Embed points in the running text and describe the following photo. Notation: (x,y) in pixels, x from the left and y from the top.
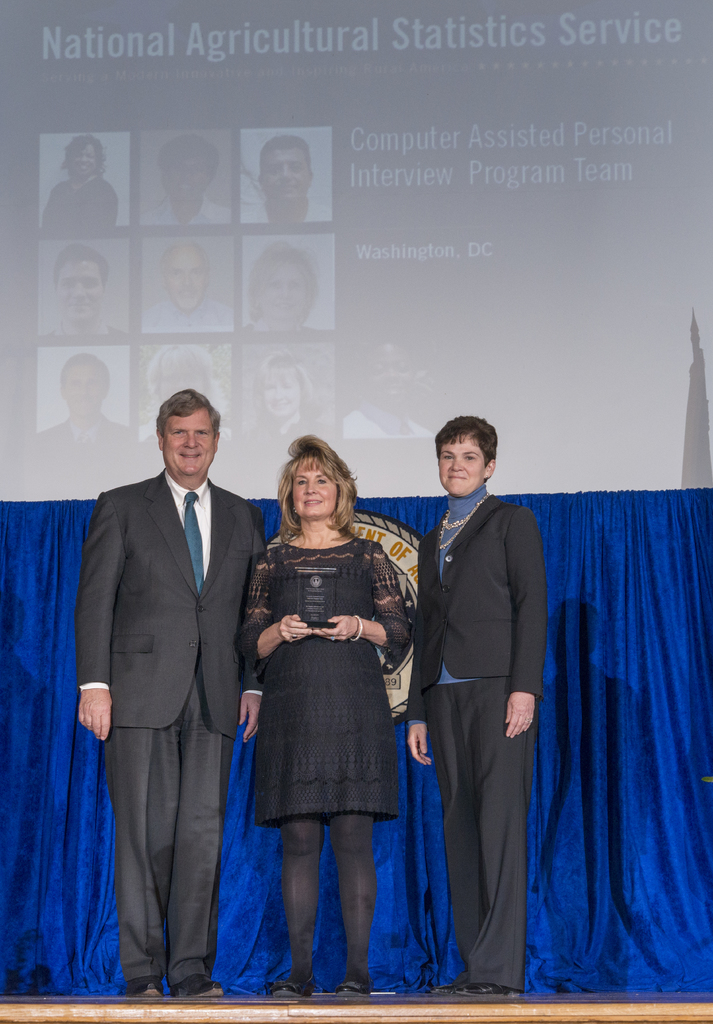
In the picture I can see three persons (100,597) standing on the stage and there is a smile on their face (480,470). I can see a woman (298,775) in the middle (374,678) holding the award memento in her hands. There is a man (231,643) on the left side (220,610) wearing a suit (156,665) and tie (198,575). I can see the blue color curtain (556,808). In the background (392,297), I can see the screen (289,234). On the screen (218,91) I can see the photos (213,211) of a few persons (200,209) and a text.
